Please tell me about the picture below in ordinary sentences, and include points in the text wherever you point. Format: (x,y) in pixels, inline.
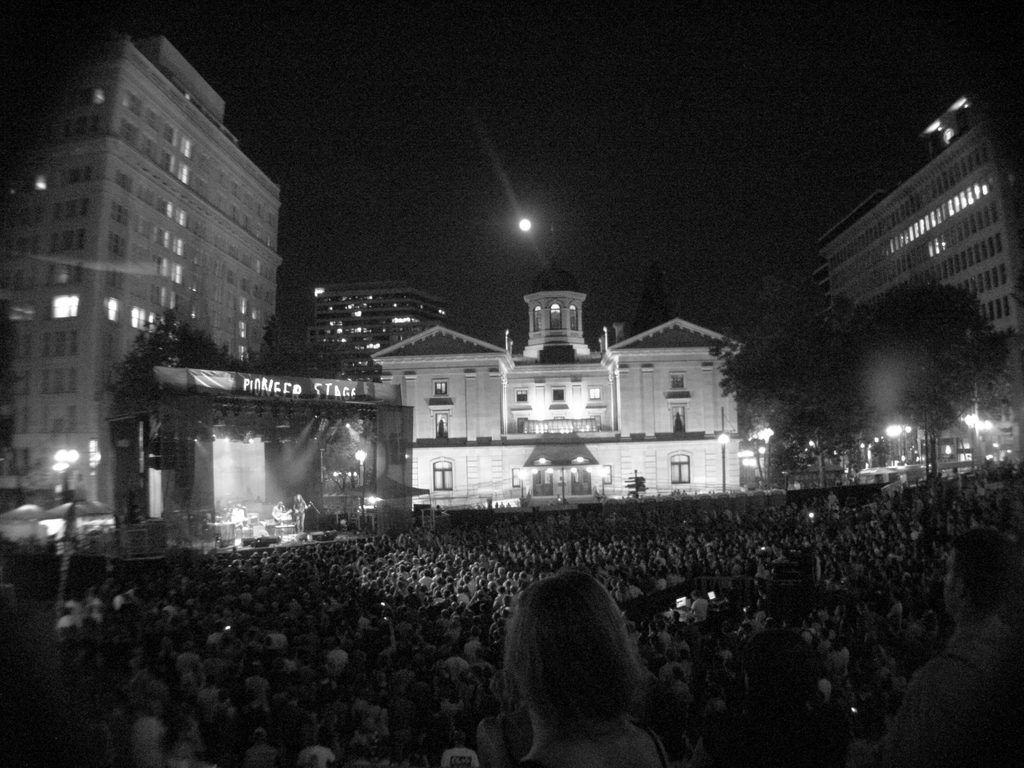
It looks like a black and white picture. We can see a group of people (471,630) on the path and in front of the people (217,642) there is a stage (274,478). Behind the stage (230,491) there is a pole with lights (69,465), trees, buildings (83,481) and a moon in the sky (458,154).
